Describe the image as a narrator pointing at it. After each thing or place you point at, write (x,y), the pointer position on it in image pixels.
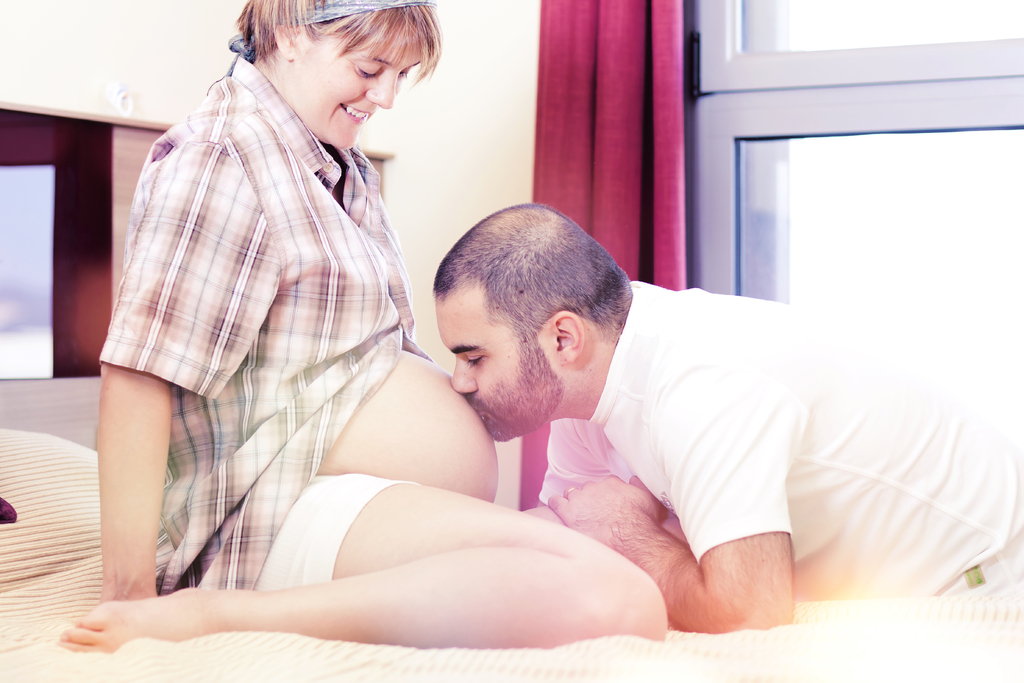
In this image there is a person (582,375) kissing the womb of a woman (366,342) and they are on the bed (638,644). On top of the bed (674,645) there is a pillow (67,492). In the background of the image (89,92) there is a wall (34,89). There are glass windows (767,131). There is a curtain (580,122).
